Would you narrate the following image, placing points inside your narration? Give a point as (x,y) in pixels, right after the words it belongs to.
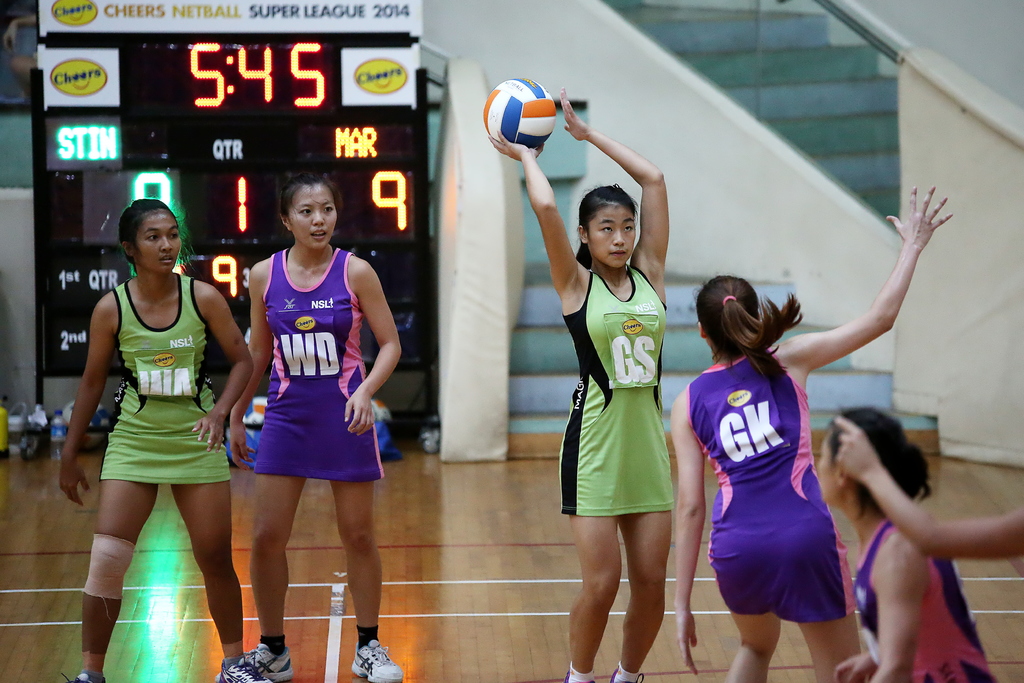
In this picture we can see a group of women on the ground (482,526), one woman (566,474) is holding a ball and in the background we can see a scoreboard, bottle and some objects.
